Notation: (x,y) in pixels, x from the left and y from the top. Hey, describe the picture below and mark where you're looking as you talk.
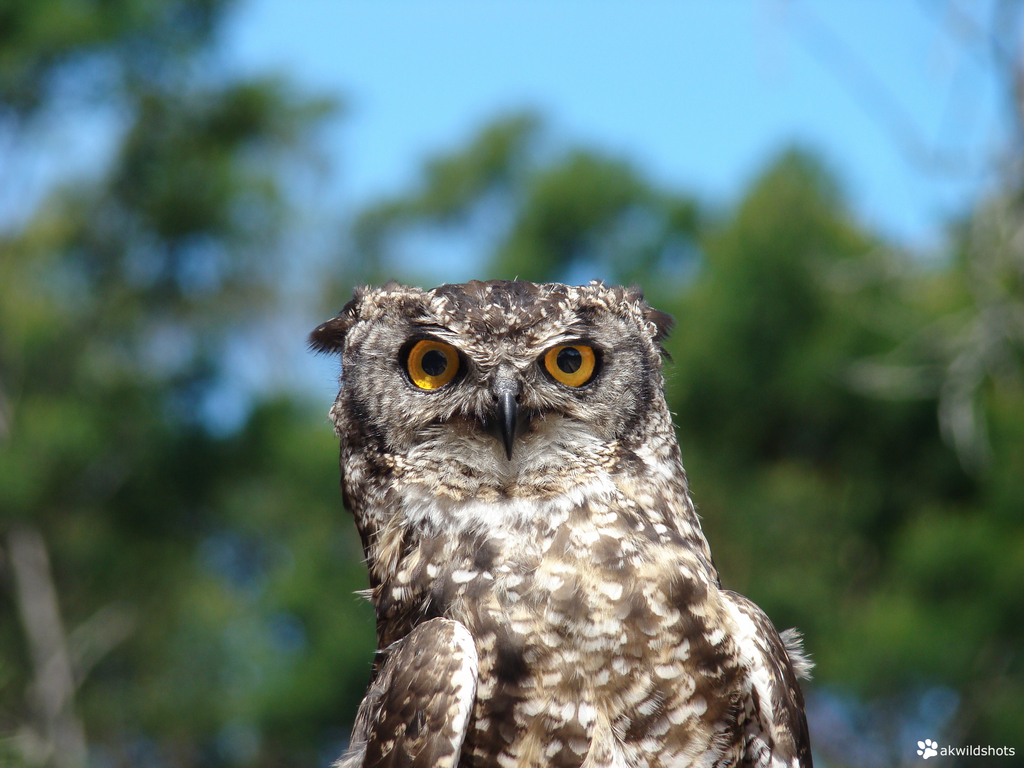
In the front of the image (589,636) there is an owl (623,695). In the background of the image (833,437) it is blurry. There are trees (705,225) and sky (761,77). At the bottom right side of the image (960,755) there is a watermark (929,754).
